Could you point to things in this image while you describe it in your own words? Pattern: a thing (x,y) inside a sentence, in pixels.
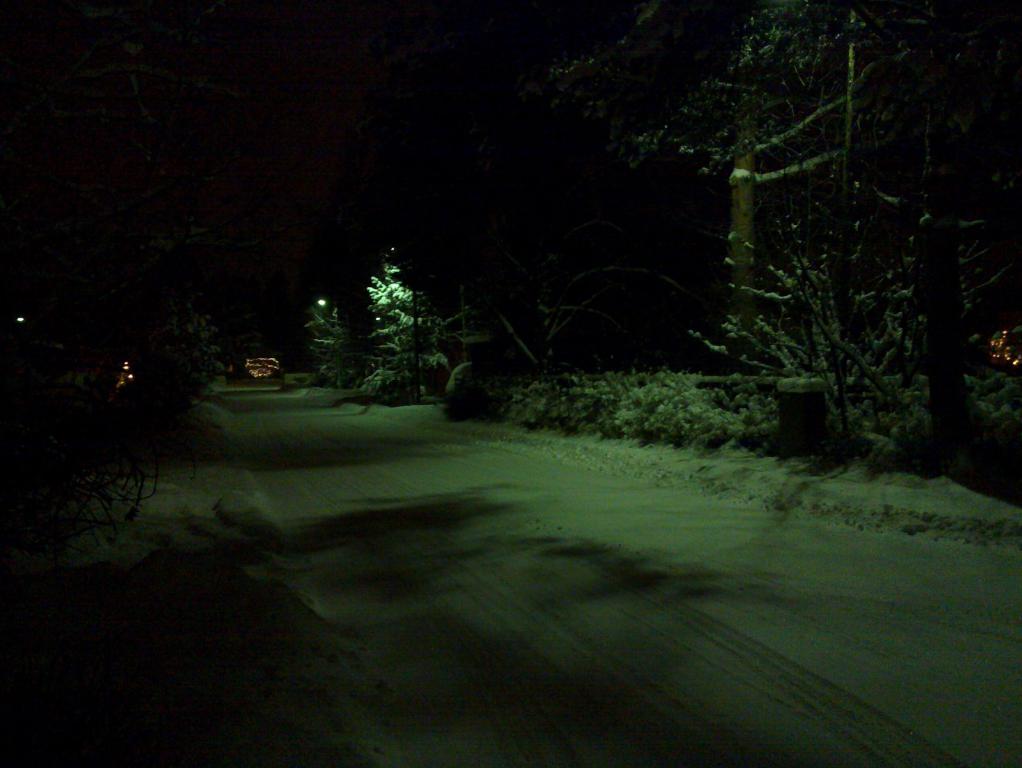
In this image, at the bottom (601,582), there is ground (602,515) and in the background (339,190), there are trees (677,235).
